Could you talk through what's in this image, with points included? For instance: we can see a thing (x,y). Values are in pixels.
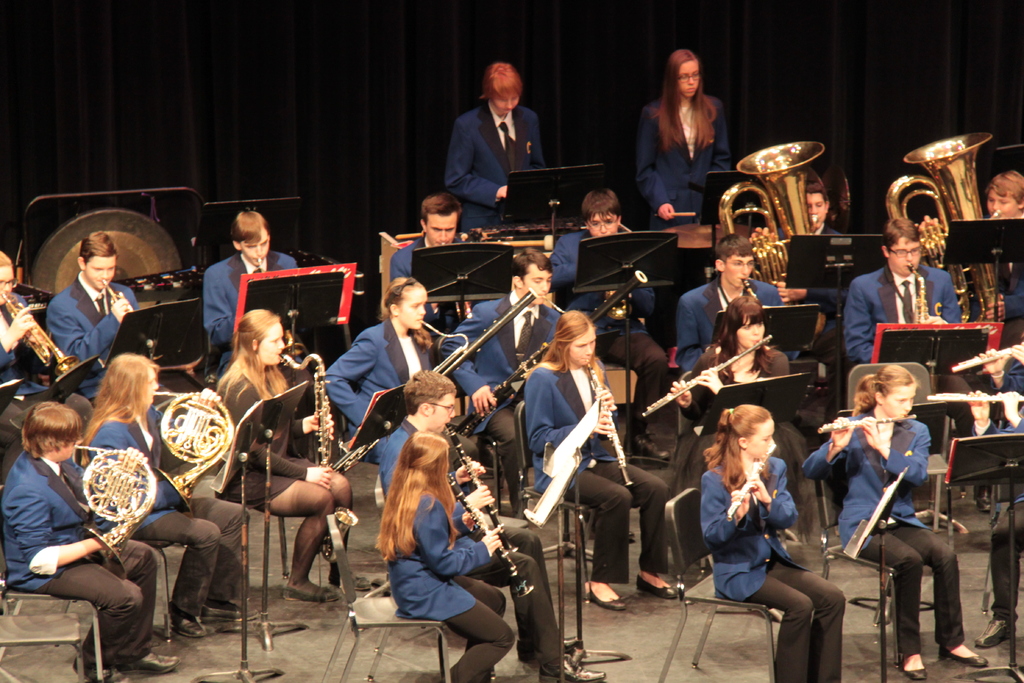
In this image we can see a group of people (406,303) sitting on a chair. They are wearing a suit (280,257) and a tie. They are playing musical instruments (922,284). Here we can see two persons (714,157) standing on the floor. In the background (655,58), we can see the black curtain (789,14).
